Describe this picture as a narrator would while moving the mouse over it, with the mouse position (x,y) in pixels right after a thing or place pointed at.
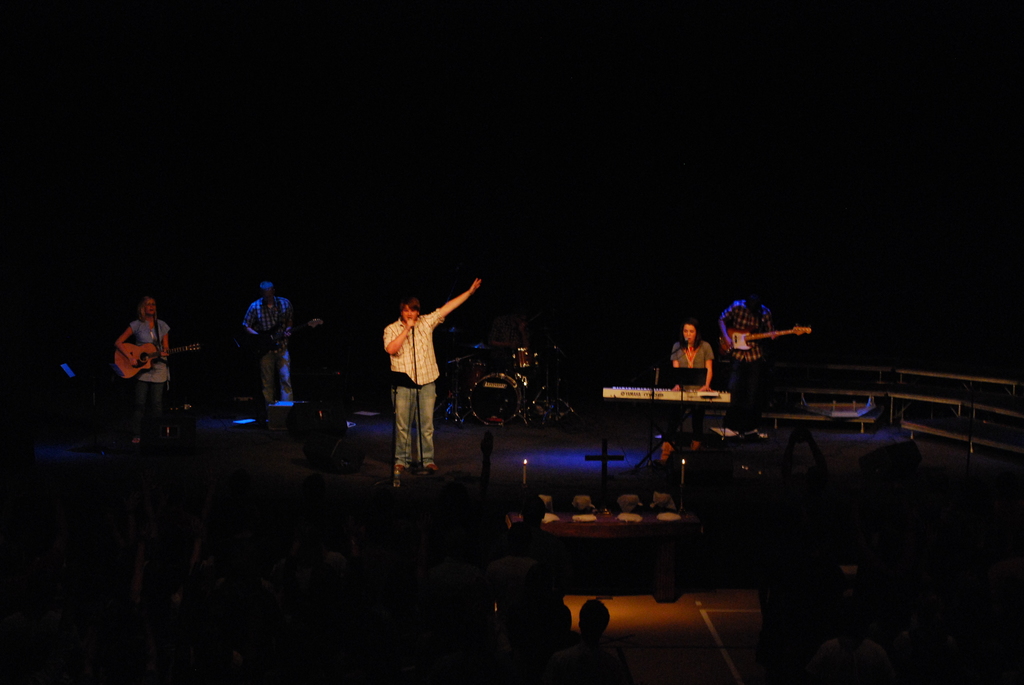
This picture might be taken in a concert, in this picture in the center (426,419) there are some people (156,387) who are singing and some of them are playing some musical instruments (493,375). At the bottom (350,582) there are a group of people (548,596) who are watching.
